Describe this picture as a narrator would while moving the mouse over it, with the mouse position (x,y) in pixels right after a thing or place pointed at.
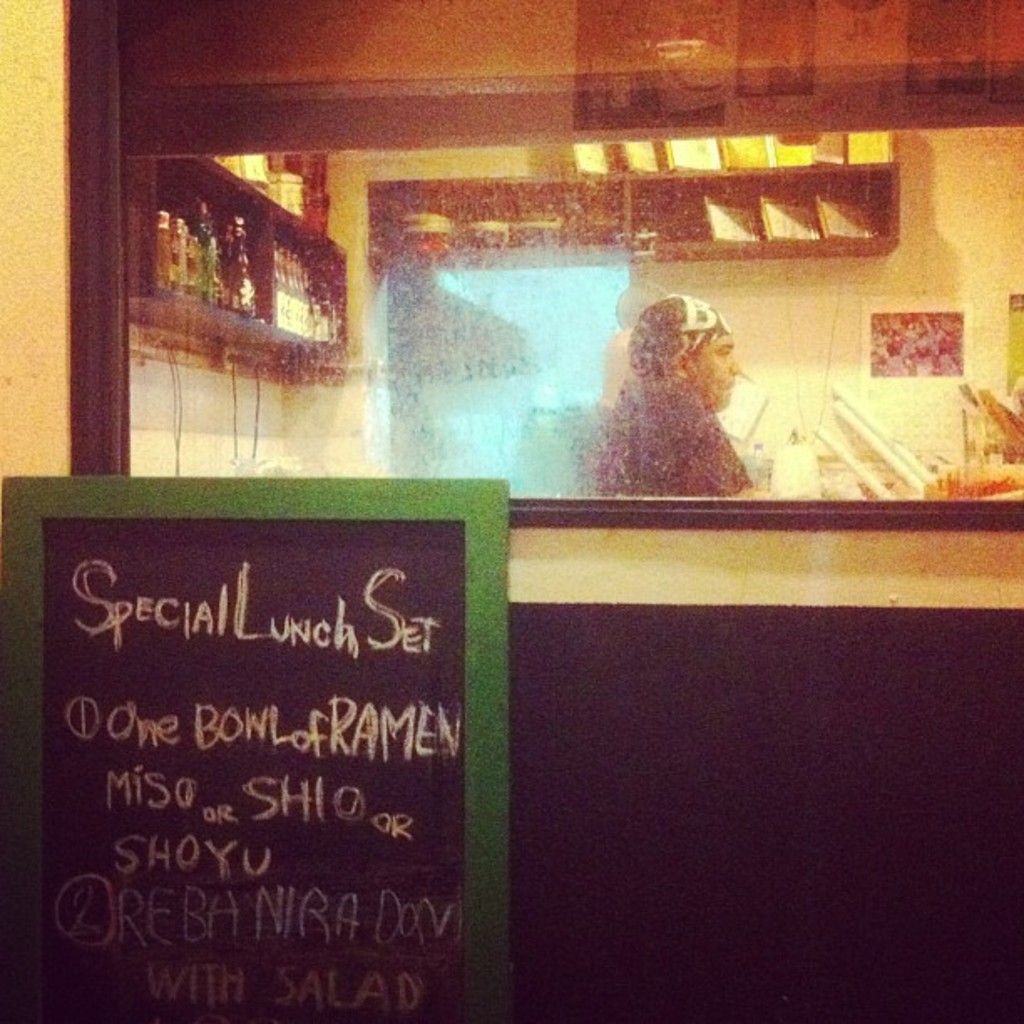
In this picture we can see a person (688,420) and this is a board (282,721). Here we can see bottles (318,336), rack (231,208), wall (276,456), and a glass (790,399).
